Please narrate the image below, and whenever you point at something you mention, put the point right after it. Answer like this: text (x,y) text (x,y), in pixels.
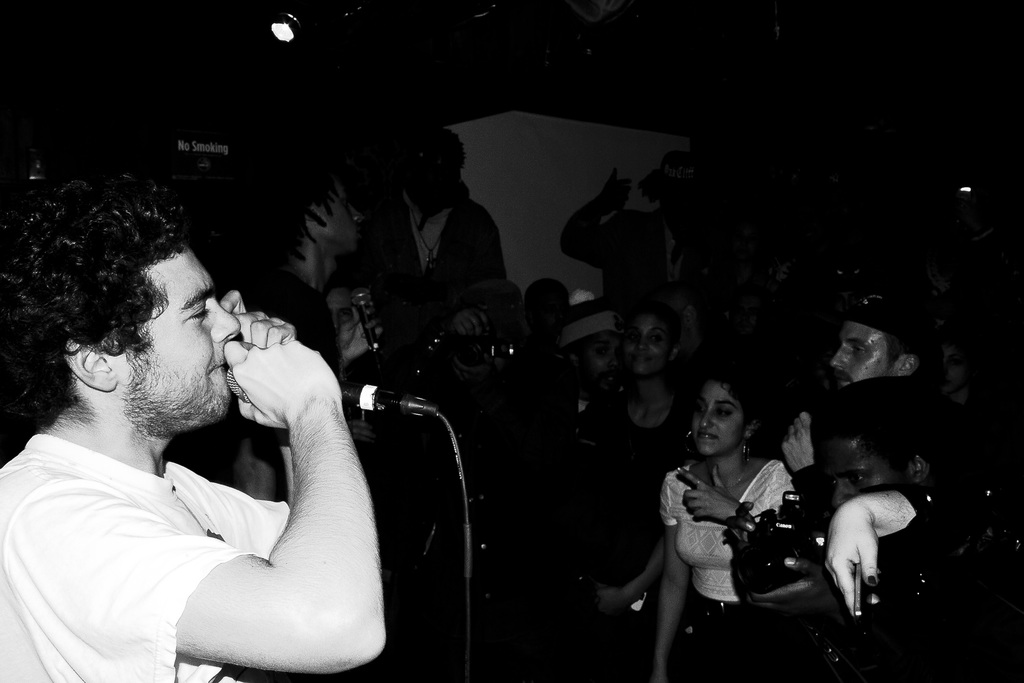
In this image I see a man (335,399) who is holding a mic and there are lot of people (927,648) over here, in which few of them are holding the cameras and I see another person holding the mic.
